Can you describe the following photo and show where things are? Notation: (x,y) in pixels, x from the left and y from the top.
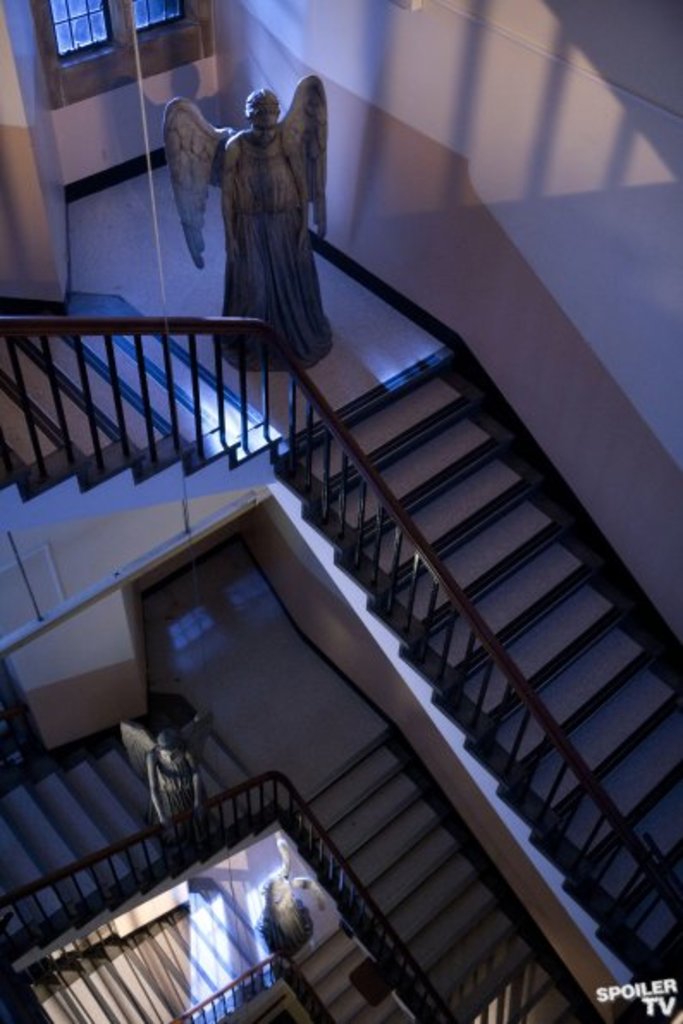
In the image in the center (406,473) we can see building (205,12), wall (560,191), window (74,22), rope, statues (189,193), staircase (281,445) and few other objects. On the right side (631,992) bottom there is a watermark (623,996).
